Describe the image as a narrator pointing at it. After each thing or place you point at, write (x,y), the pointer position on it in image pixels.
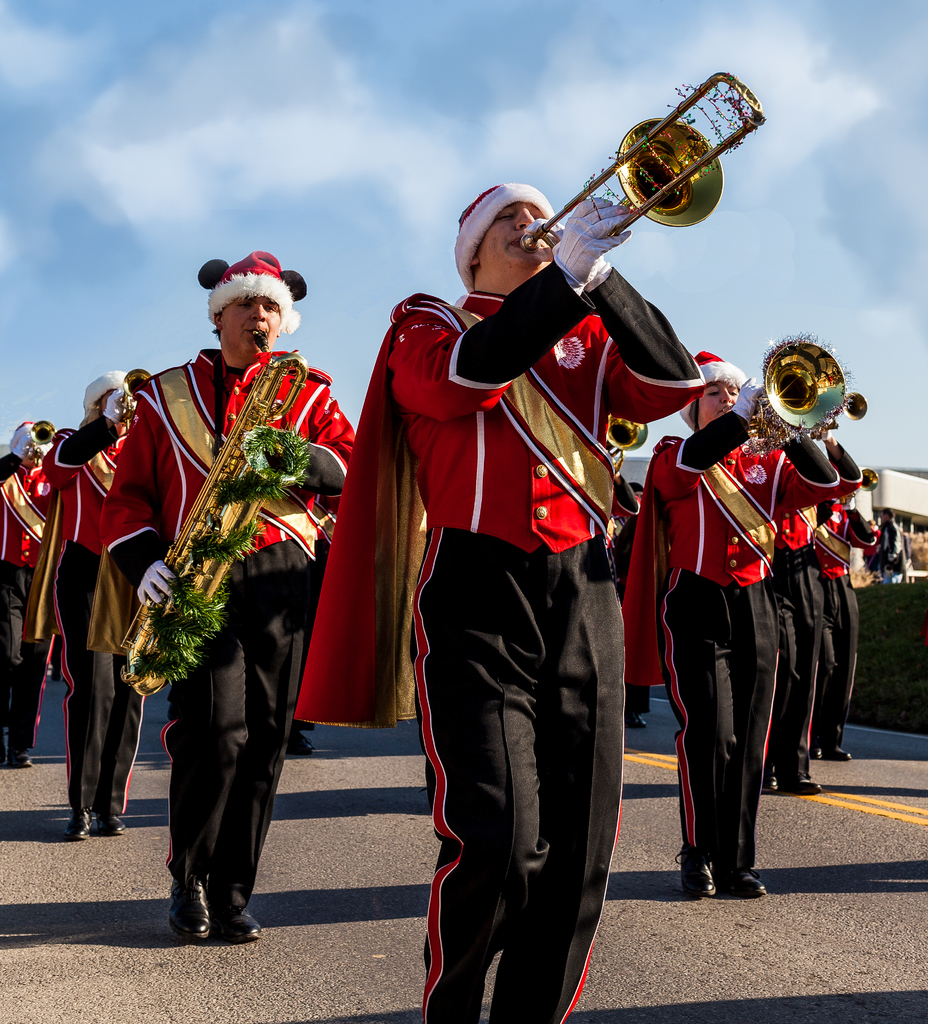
In this image, we can see people (6,673). Few people (284,721) are playing a musical instrument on the road (182,969). Background (748,321) we can see the sky (456,212).
